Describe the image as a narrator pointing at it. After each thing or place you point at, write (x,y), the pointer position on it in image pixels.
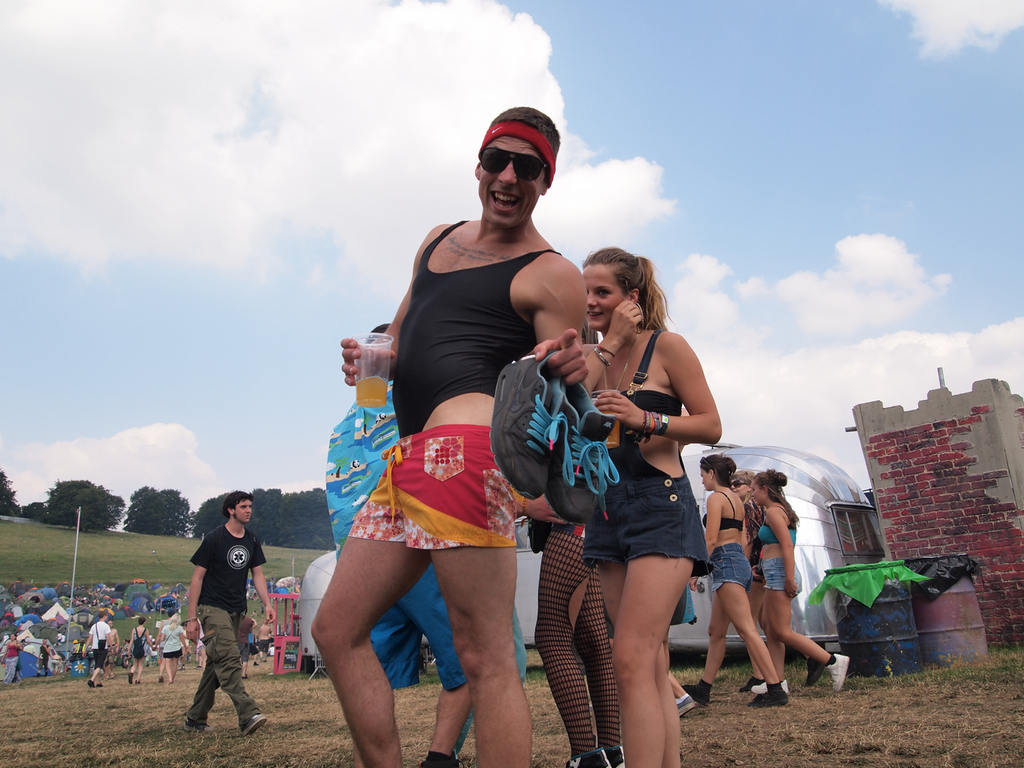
In this image I can see few people (203,604) walking and one person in the center of the picture (425,387) is posing for a pic and some objects (841,556) behind in a garden (97,583) and at the top of the image (291,109) I can see the sky (280,92).
